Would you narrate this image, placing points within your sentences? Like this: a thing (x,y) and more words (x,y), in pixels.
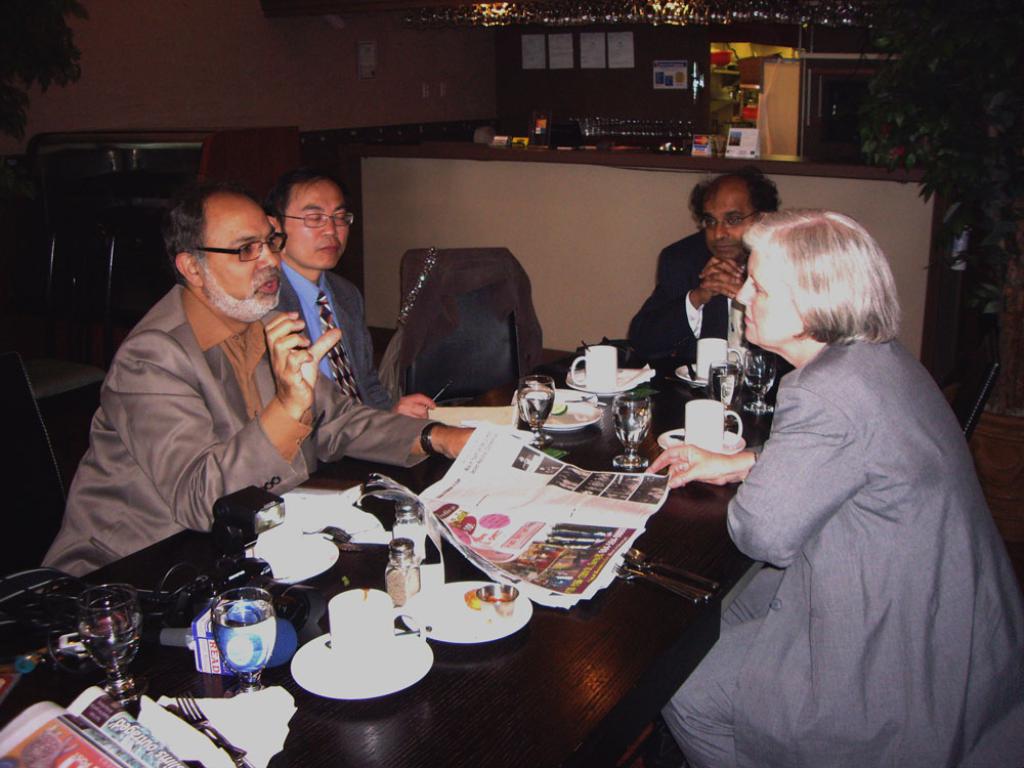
Inside a room (291,46) people (877,409) are sitting on chairs (527,333). In front of them there is a table (270,668) on the table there are glass (245,656), cup (379,605), plate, paper (510,484), camera (235,535). The person (190,489) in the left (193,395) wearing brown suit (161,379) is talking. In the background (612,94) there is a wall (531,116), plant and few other things (535,53).
